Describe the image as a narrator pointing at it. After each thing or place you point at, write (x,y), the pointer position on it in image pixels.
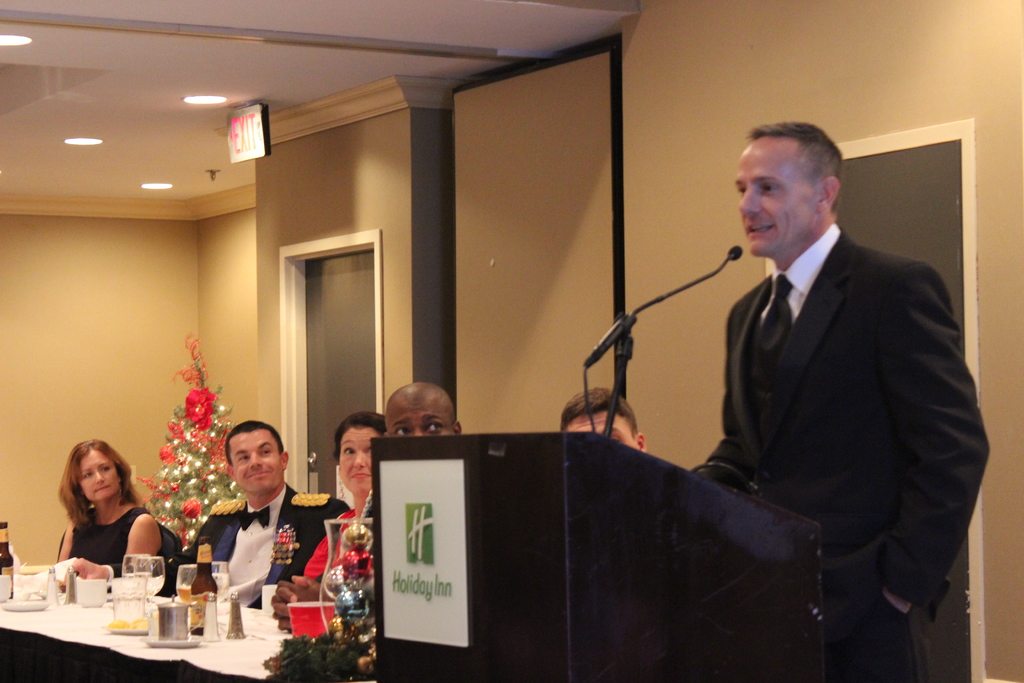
On the right side (848,281), there is a person (854,318) in a suit (846,289), speaking and standing in front of a microphone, which is attached to a wooden stand (604,514), on which there is a poster (456,510). On the left side (284,487), there are persons (573,413) in different color dresses (225,523), sitting in front of the table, on which there are glasses (157,565) and other objects (173,596). Above them, there are lights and a signboard (262,113) attached to the roof (177,55). In the background (361,310), there is a Christmas tree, a door (359,327) and a wall (237,318).
